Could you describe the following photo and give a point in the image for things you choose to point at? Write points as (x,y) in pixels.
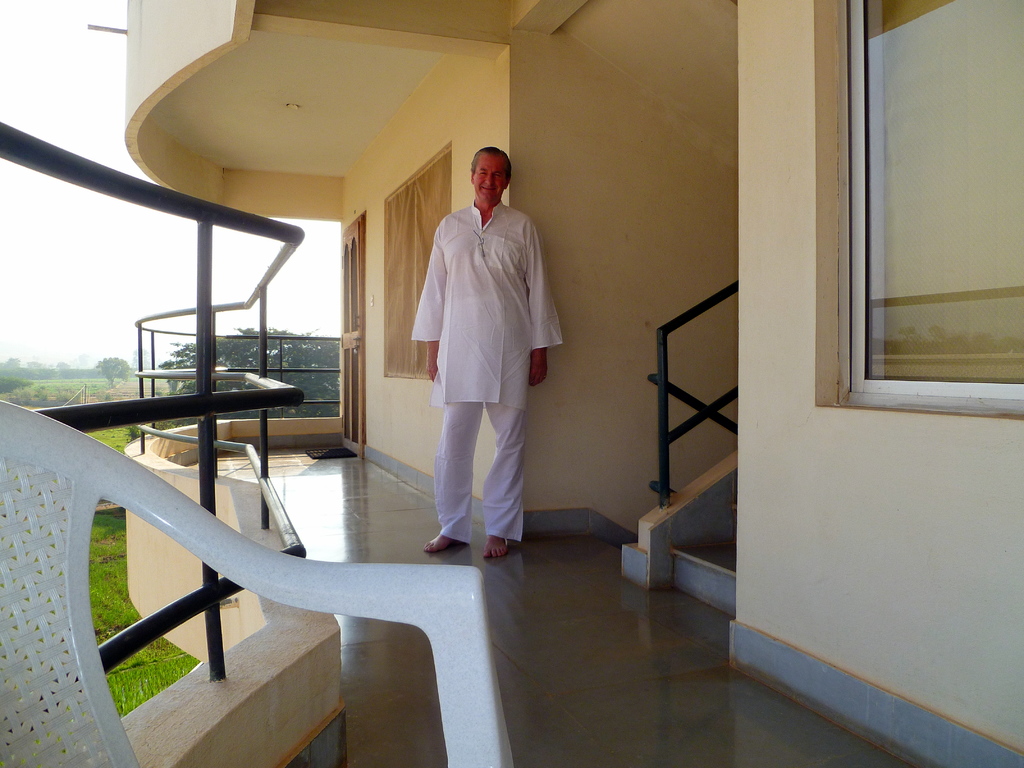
There is a man (427,304) in the center of the image (499,368), it seems like he is standing in a building (414,538) and there is a chair (474,668) at the bottom side (478,654) and there is a window (850,222) on the right side (864,259). There is a door (349,250), boundary (262,440), greenery (336,346) and sky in the background area (164,437).
